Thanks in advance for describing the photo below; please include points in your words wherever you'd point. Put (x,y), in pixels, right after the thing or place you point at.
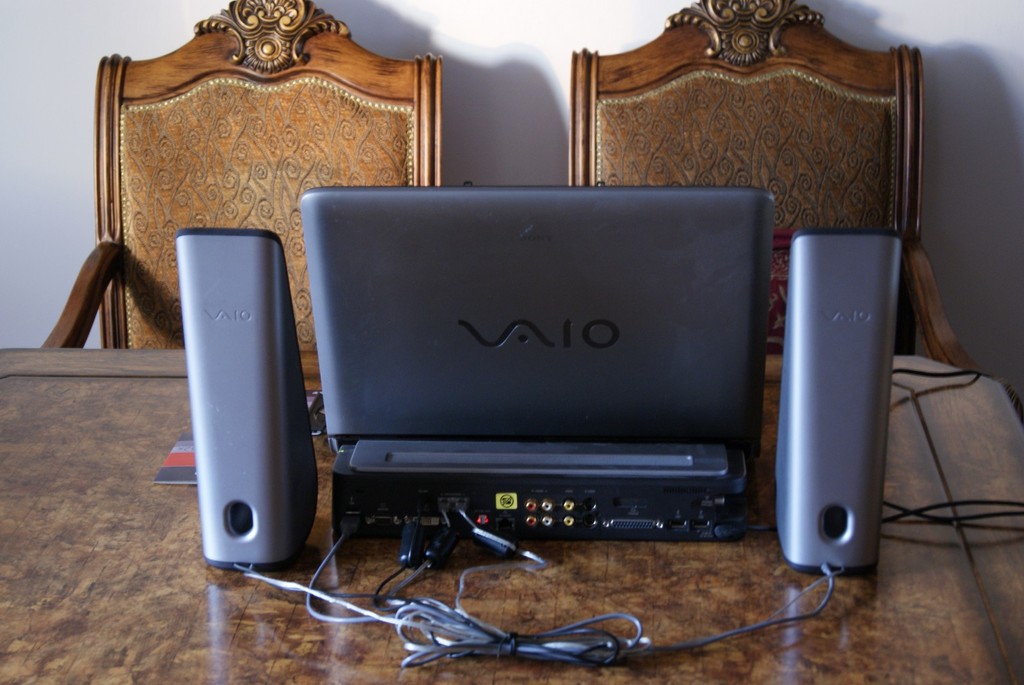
In this picture we can see a table (284,651) and on the table (332,523) there are speakers (311,516), laptop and cables (413,606). Behind the table (81,444) there are chairs (585,56) and a wall (508,105).
